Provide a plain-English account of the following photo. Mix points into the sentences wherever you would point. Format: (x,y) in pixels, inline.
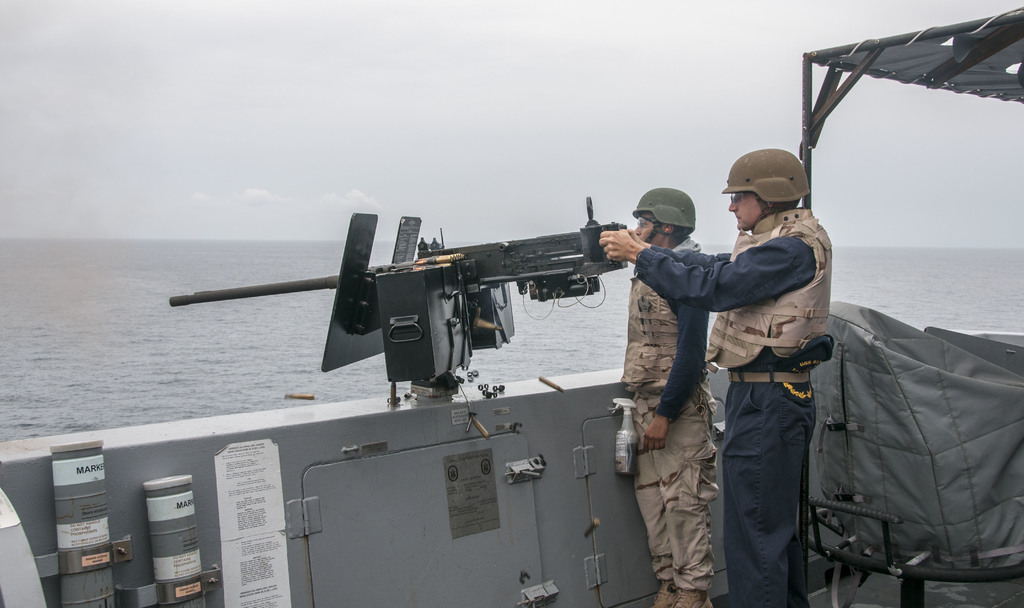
In this picture we can see a person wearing a helmet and a spectacle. He is holding a weapon (484,269). We can see a man (678,312) wearing a helmet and a spectacle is holding an object (627,469) in his hand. There is some text (269,588) visible on the papers (270,464). These papers (236,571) are visible on a grey object (130,508). There are a few objects (15,563) visible on the left side (23,578). We can see a few rods (810,126) and a grey object (930,335) on the right side (959,485). We can see the water (74,364) and the sky (449,73) on top of the picture (692,72).
